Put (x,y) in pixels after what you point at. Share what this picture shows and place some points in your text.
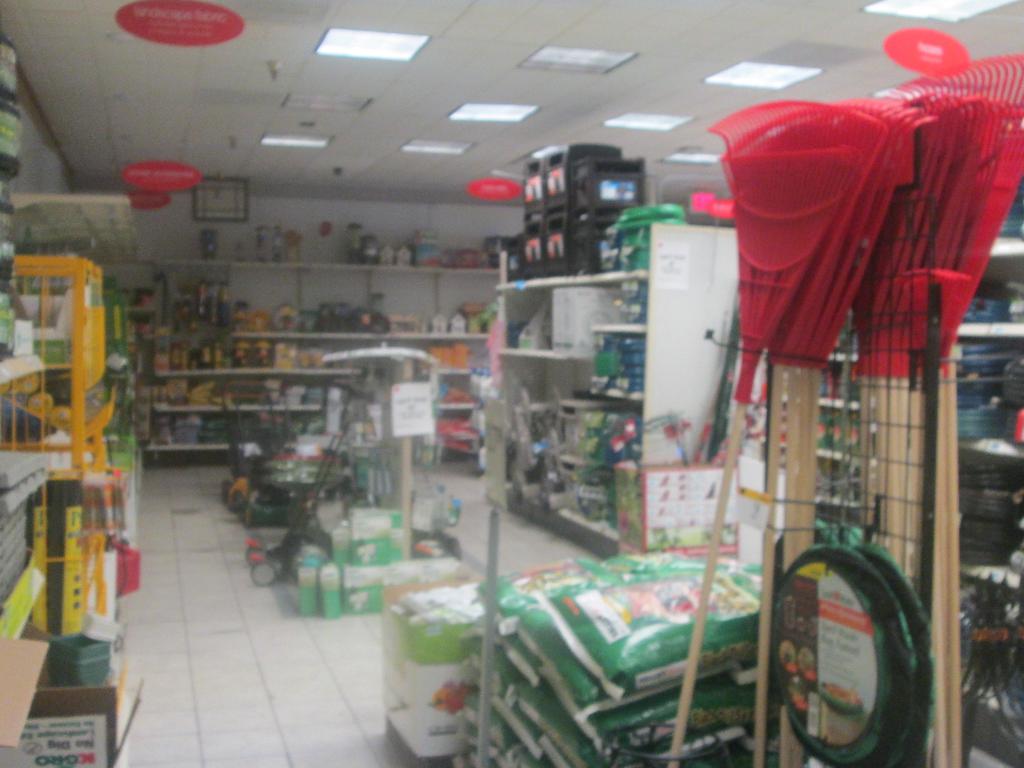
This image is taken from inside. In this image there are many objects (325,552) placed on the floor (367,629) and some are arranged in the rack (408,278). At the top of the image (460,102) there is a ceiling (388,92).
